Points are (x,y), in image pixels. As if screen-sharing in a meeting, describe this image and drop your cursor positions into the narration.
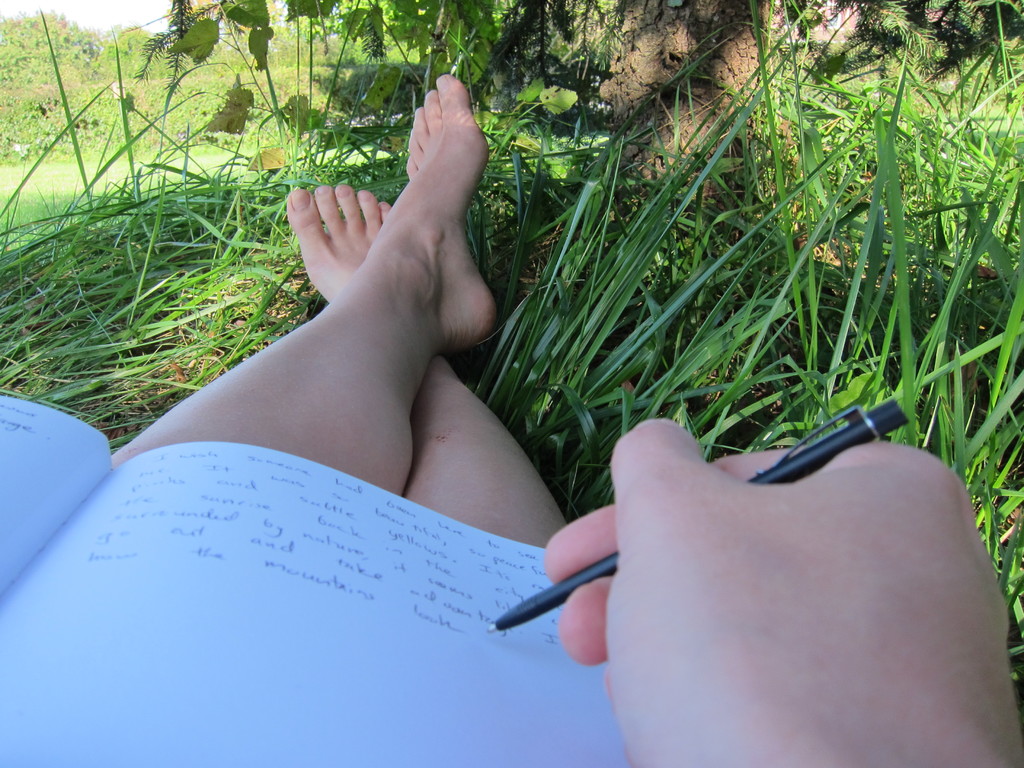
In this picture, there is a woman (432,504) writing on the book (398,588) which is placed on her lap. On the top (172,248), there is grass (349,163), plants (321,98) and trees (932,39).
